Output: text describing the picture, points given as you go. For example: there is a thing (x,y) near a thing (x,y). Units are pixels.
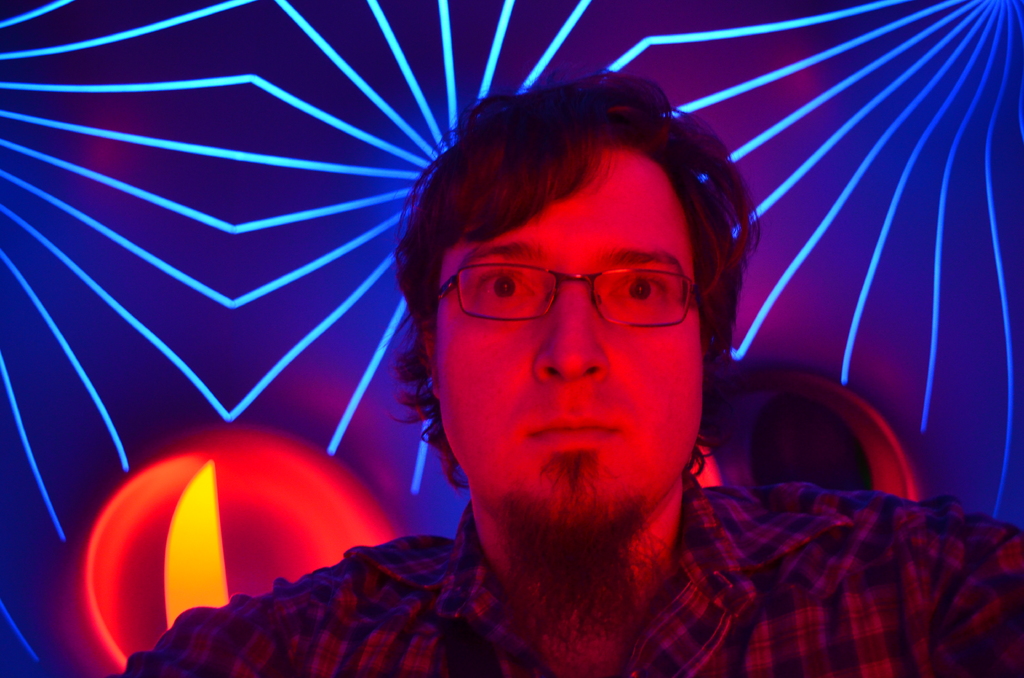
In front of the image there is a person (589,381), behind the person (507,315) there are disco lights (434,128) on the wall (256,308).
